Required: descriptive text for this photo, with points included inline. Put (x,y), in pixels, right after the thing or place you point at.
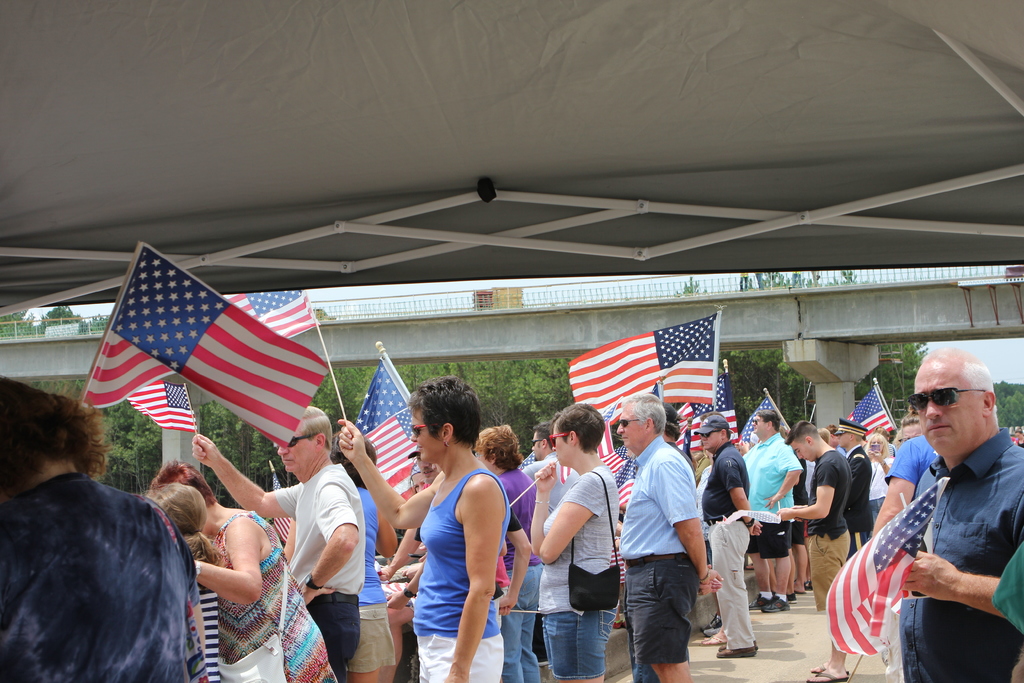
In this picture we can see a group of men (771,484) and woman (504,484) standing on the road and holding the american flags (586,371) in the hand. Behind there is a concrete flyover (447,354). In the front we can see the canopy shed (347,169).
